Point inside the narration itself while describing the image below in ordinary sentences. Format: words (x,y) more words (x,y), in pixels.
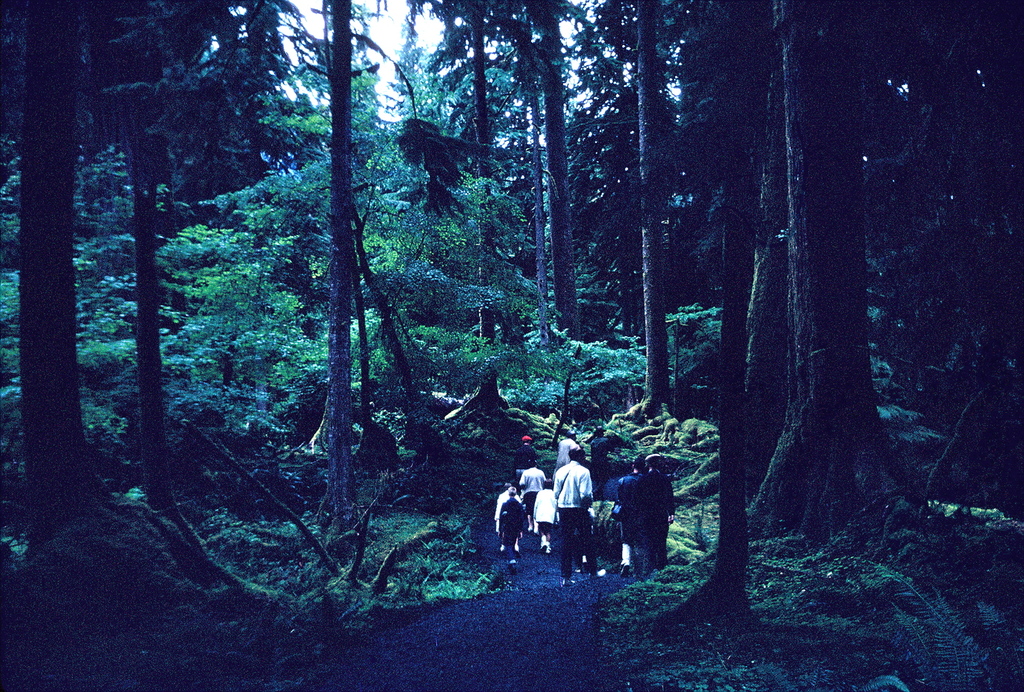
As we can see in the image there are group of people (588,532) over here, trees (551,257), grass (310,573) and sky (400,44). The image is little dark.
